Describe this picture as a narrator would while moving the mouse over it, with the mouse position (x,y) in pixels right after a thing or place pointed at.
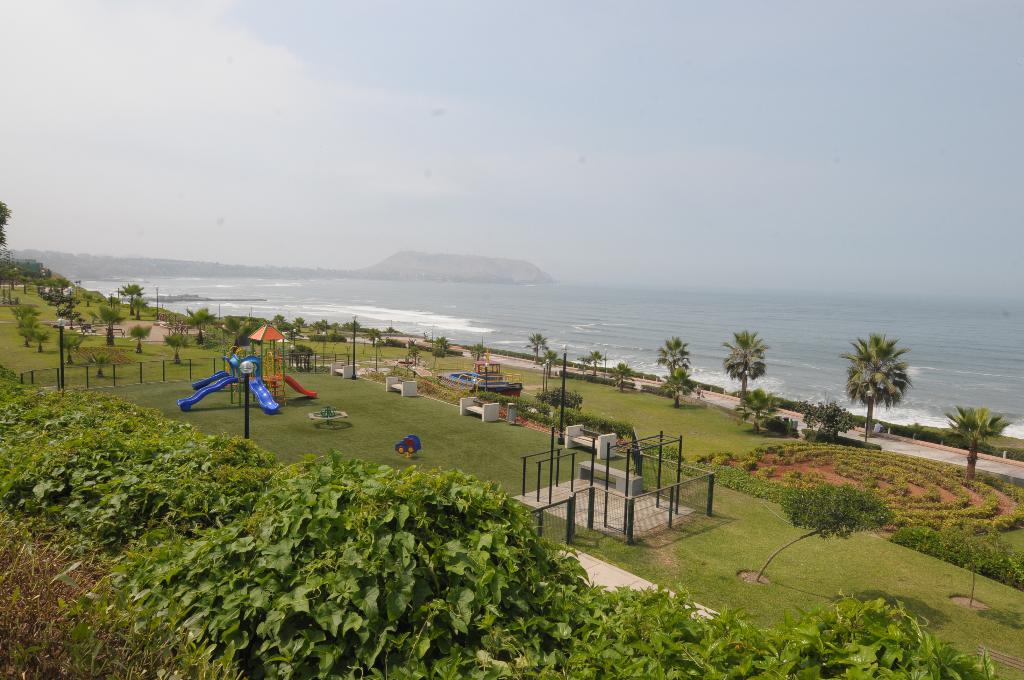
Here we can see plants (492,486), trees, grass (824,581), poles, benches (402,388) and some playing objects (253,377) for kids on the ground (634,545) and light poles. In the background (57,278) there are mountains (329,275), water (427,309) and clouds (517,221) in the sky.
